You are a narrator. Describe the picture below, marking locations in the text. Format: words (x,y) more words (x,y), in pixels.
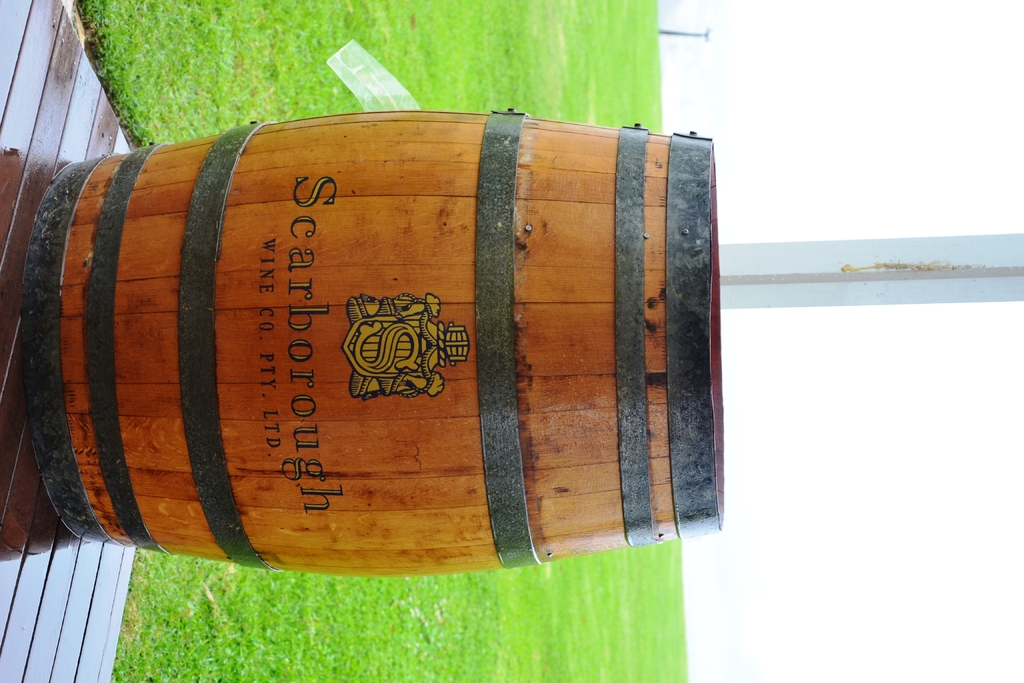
In the image we can see there is a wooden drum (442,326) kept on the floor (57,568) and behind there is grass (446,627) on the ground (464,611). There is a clear sky (832,224).
